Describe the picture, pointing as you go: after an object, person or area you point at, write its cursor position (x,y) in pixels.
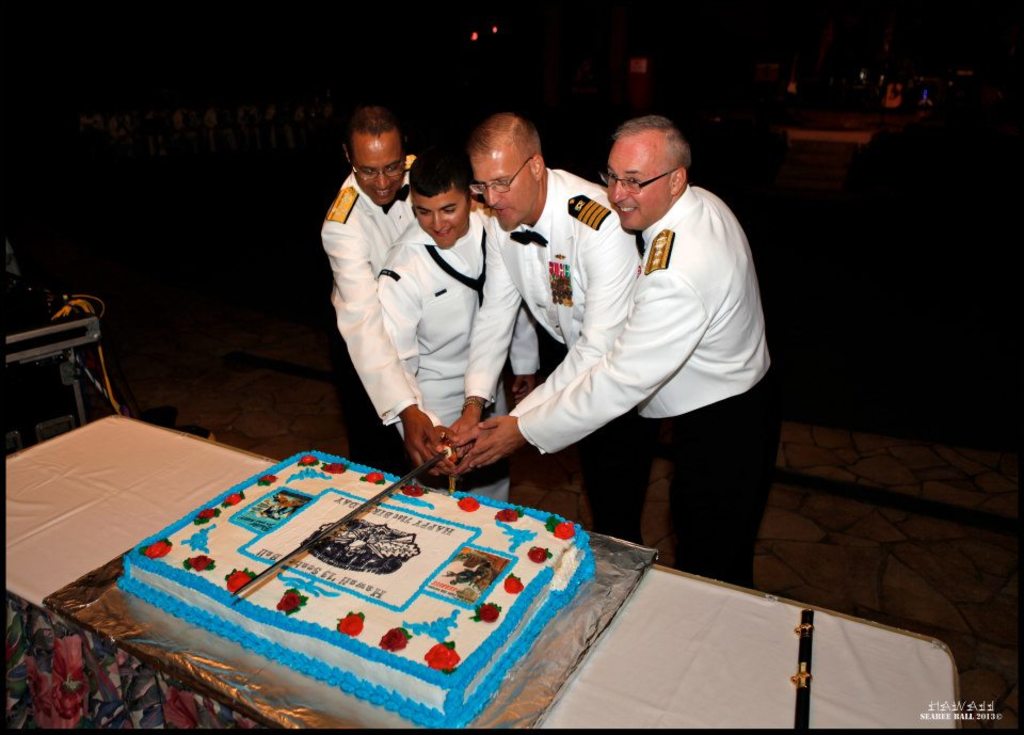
In this image I can see four people (476,292) standing and holding the knife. There is a cake (454,557) on the table (600,723). Also there are some objects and there is dark background (809,81).
